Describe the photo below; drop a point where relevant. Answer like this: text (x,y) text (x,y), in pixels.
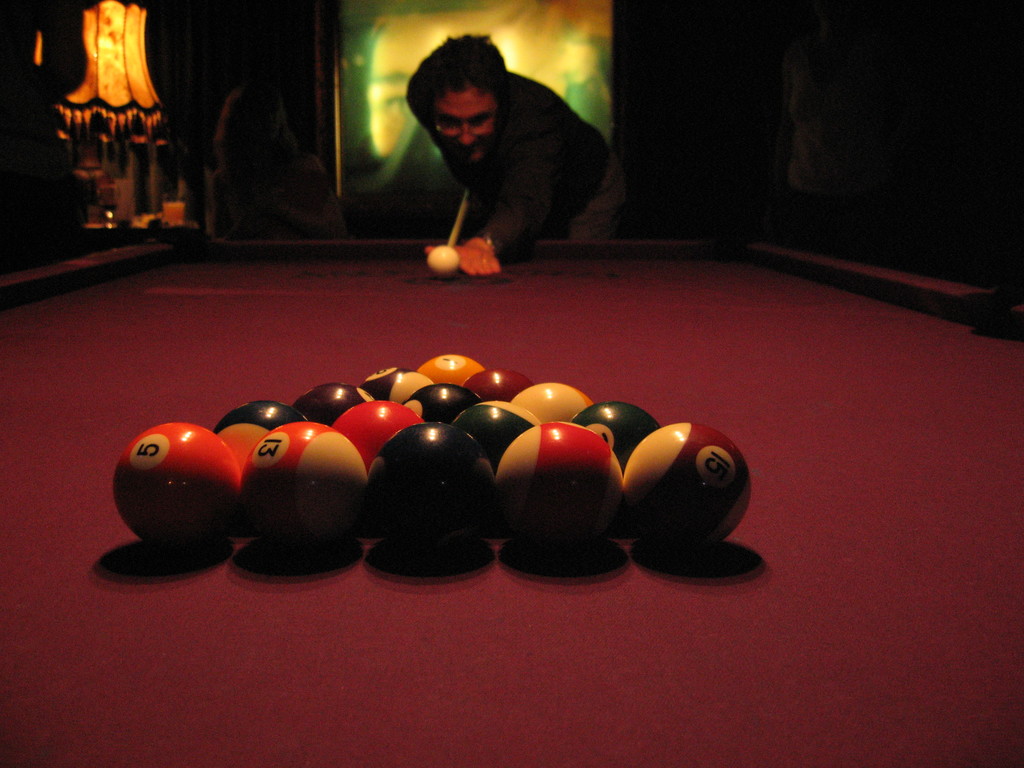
In this picture there is a man (550,184) playing billiards. He is holding a stick (459,214) in his hand (473,243). In front of him there is a billiards table (356,324) and balls (537,482) are placed on it. Beside him there is a woman (274,184) and a table lamp (107,181) on the table (123,229). In the background (282,62) there is wall (297,52) and frame (435,30).
